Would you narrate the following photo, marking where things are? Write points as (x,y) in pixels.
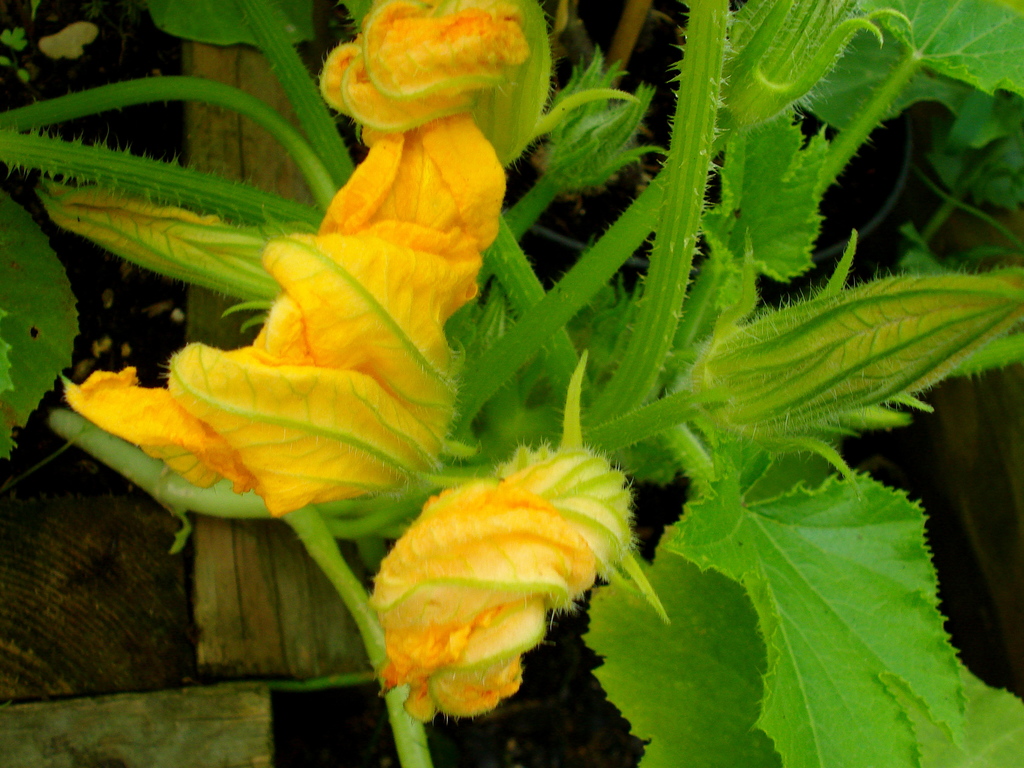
In this picture I can see a plant (543,319) with flowers (572,395), and in the background (135,529) there is a wooden object (106,518).
